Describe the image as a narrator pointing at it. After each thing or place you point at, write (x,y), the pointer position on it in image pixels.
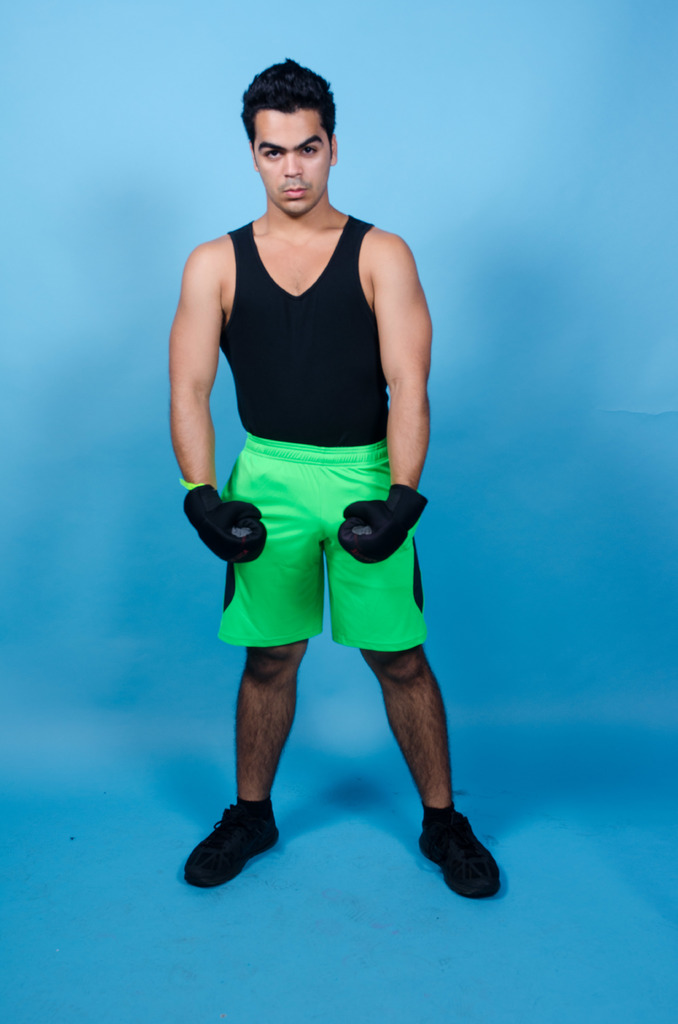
Here I can see a man (305,391) wearing a t-shirt (296,432), short (279,594), gloves (220,542) to the hands (227,542), shoes (223,865), standing and giving pose for the picture. The background (671,903) is in blue color.
